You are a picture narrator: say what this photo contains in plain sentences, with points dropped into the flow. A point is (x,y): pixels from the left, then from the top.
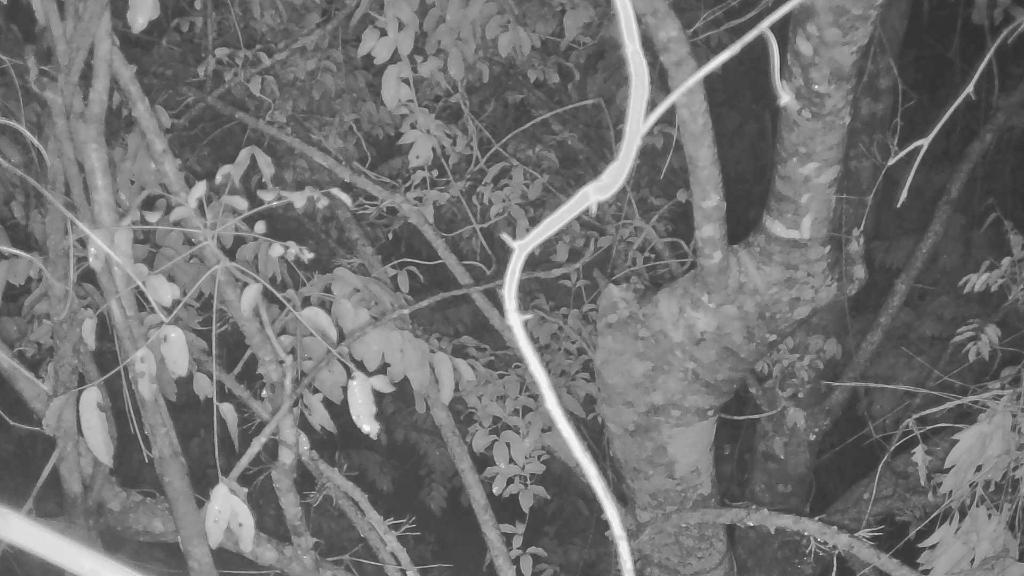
In this image we can see tree (634,213), leaves (960,328) and trunk (687,306).
